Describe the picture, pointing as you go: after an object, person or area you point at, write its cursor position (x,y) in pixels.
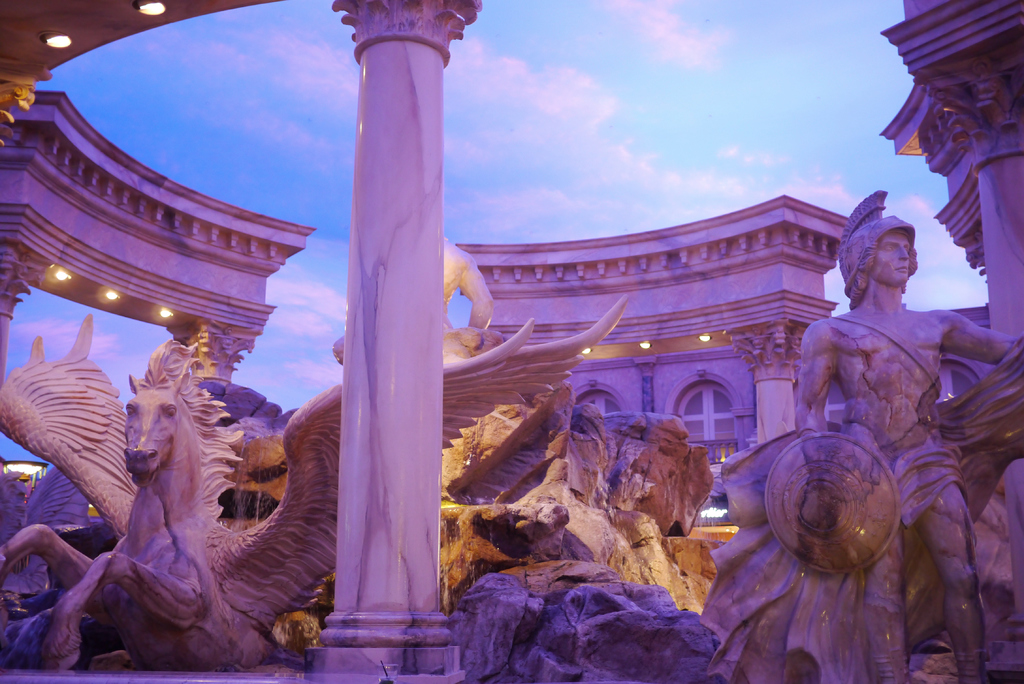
On the left side (244,618), there is a statue of an animal (199,634) and a pillar (420,46). On the right side (877,534), there is a statue of a person (903,372) who is holding a shield (807,556) and standing. In the background (675,421), there are rocks (635,435) arranged, there are lights (55,44) attached to the arches (680,275), there is a building (684,377) and there are clouds (549,158) in the blue sky (493,118).
